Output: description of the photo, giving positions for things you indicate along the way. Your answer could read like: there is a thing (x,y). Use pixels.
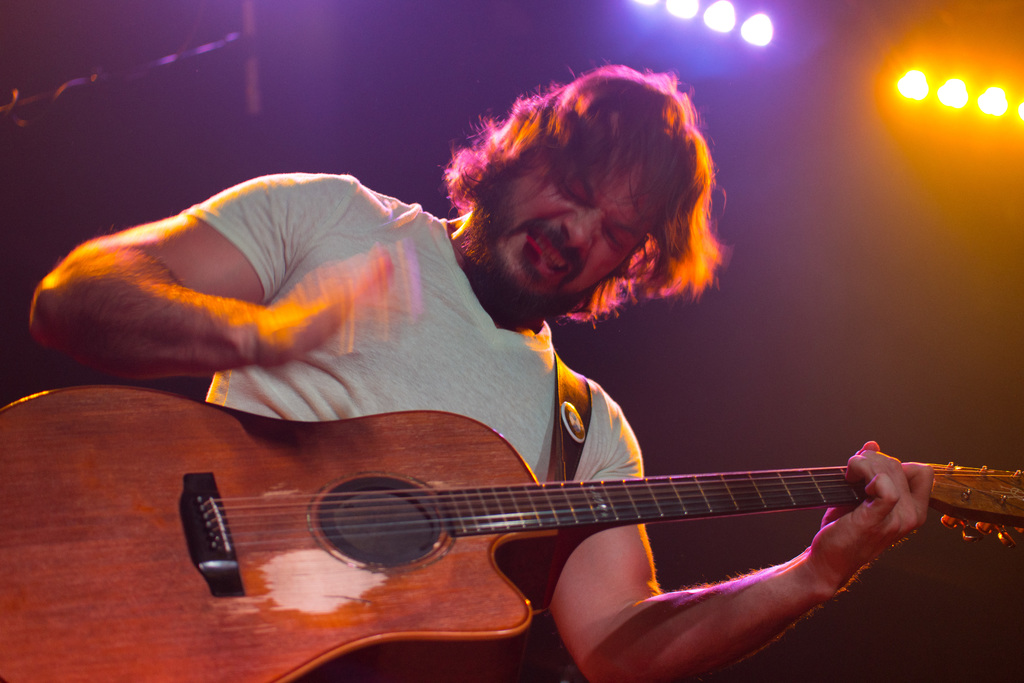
Here we see a man (666,134) standing and playing a guitar (0,662).
